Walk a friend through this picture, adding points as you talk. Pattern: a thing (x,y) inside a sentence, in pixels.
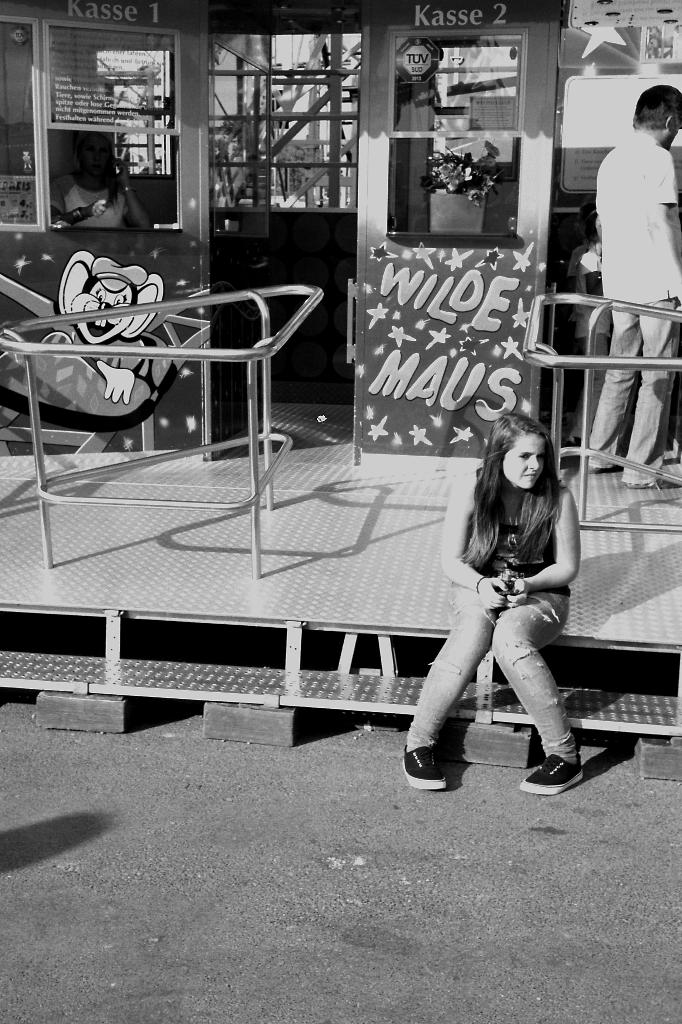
I can see a woman (564,514) sitting on a metal stage (576,710) I can see some other metal objects (255,535) behind her. I can see a cabin (463,49) and a person (59,203) inside the cabin (142,190) another person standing beside at the top of the image (656,125). I can see some text (422,385) and some other depictions (92,324) on the wooden cabin wall (419,281) and a potted plant (473,222).
